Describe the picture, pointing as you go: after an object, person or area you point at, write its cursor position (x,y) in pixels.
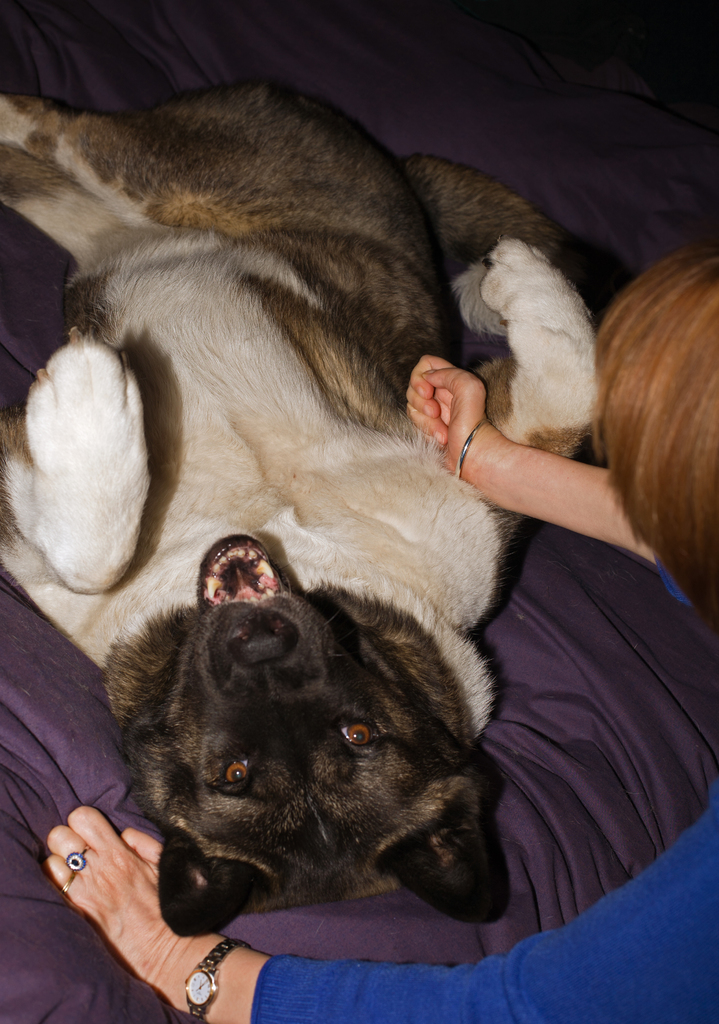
In this picture, we can see a person (534,952) in the blue dress (583,961) and in front of the person (517,492) there is a dog (298,500) laying on a bed (518,702).
